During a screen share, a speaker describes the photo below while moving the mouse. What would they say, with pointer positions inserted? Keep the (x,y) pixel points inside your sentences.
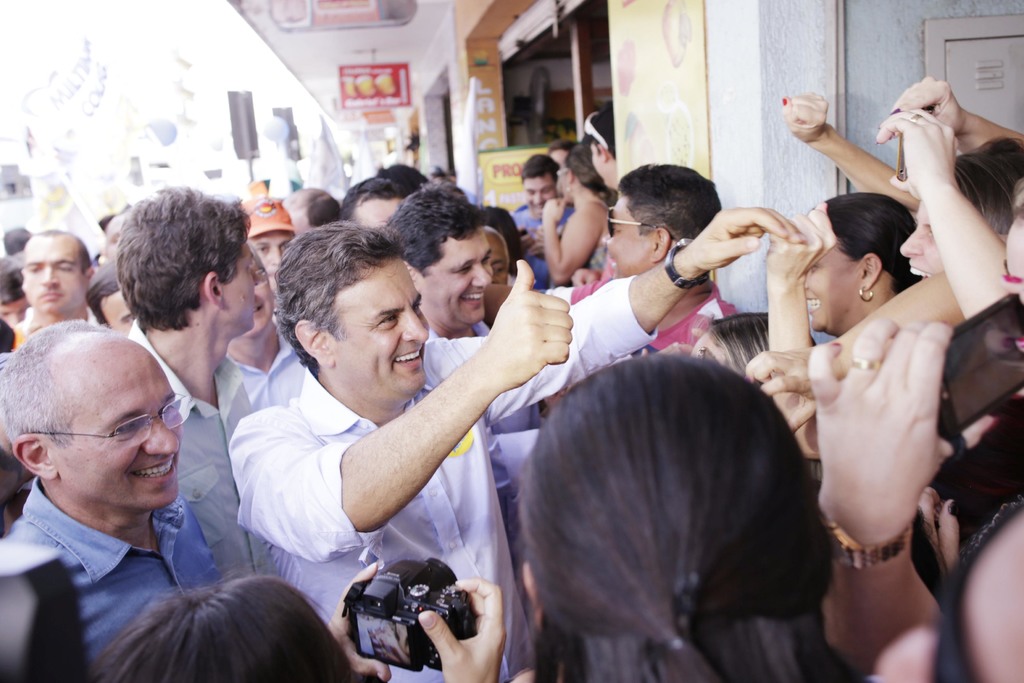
In this picture we can see a store (560,111) and boards (378,69). On the right side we can see the wall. We can see people (526,463) and few (64,430) are smiling. At the bottom (98,682) we can see a person (449,658) holding a camera (421,645) and recording.
